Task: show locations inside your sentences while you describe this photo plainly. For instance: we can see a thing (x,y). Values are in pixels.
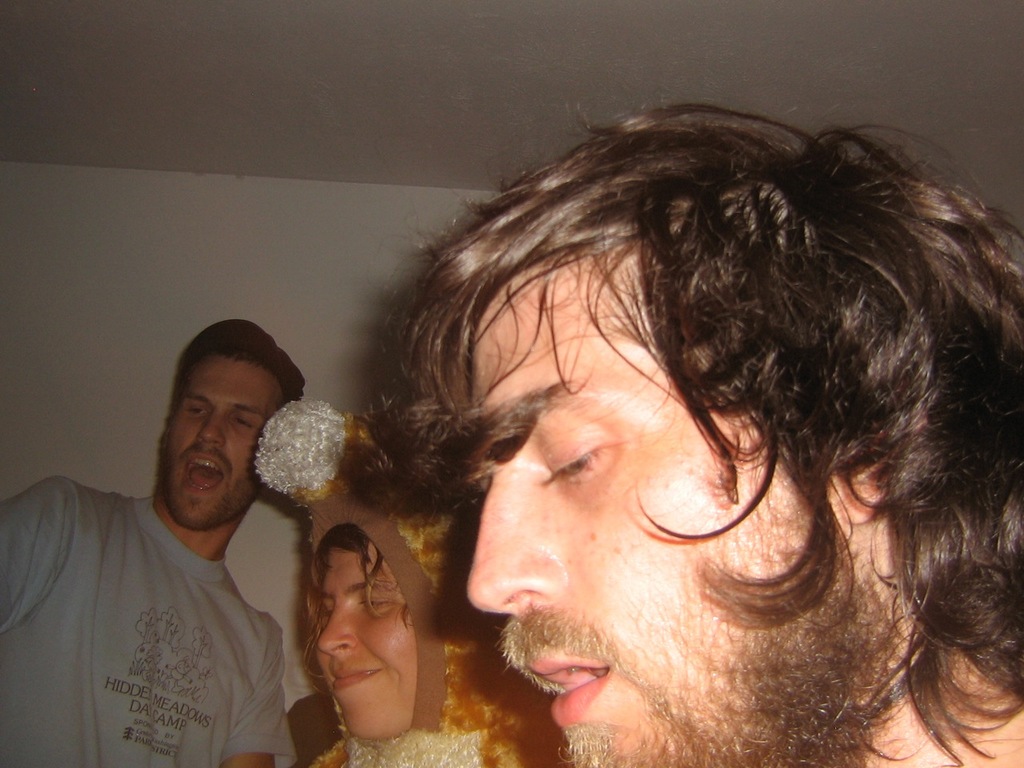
Man (629,364) on the right corner of the picture (881,497) is singing. Beside him, a woman (386,632) wearing a cap (431,607) is smiling and beside her, the man (113,517) in grey t-shirt (215,707) is singing the song. Behind them, we see a wall (257,204) in white color and this picture is clicked inside the room (74,346).
